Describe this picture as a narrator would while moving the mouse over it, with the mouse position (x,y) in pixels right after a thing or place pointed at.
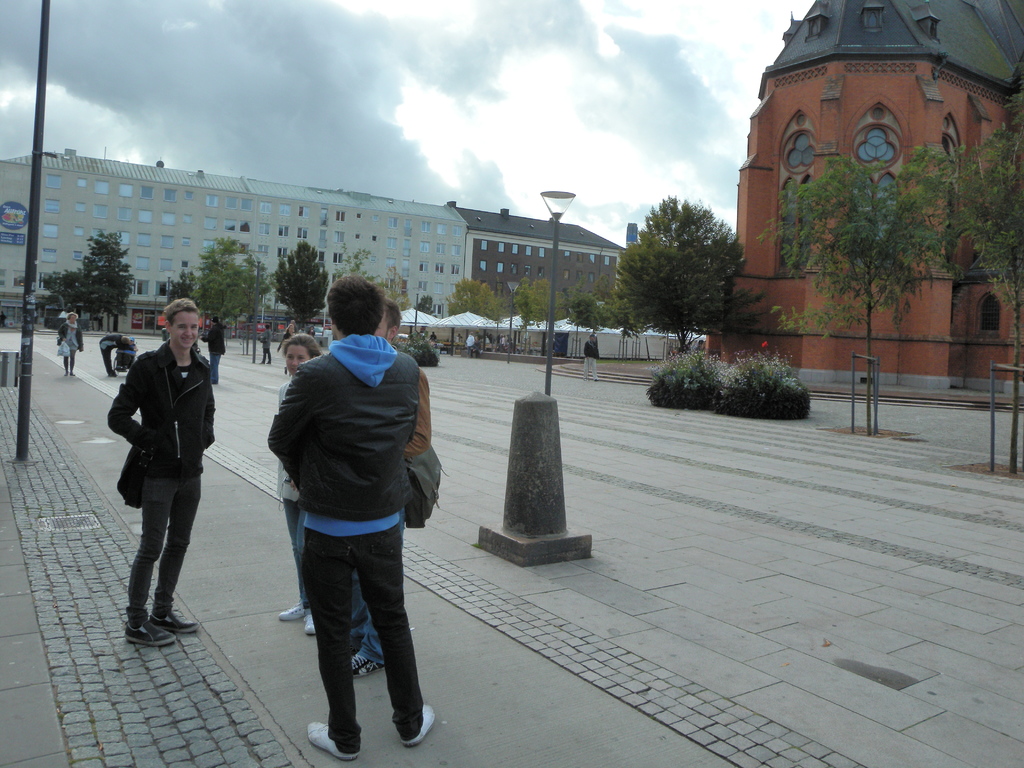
In this image we can see a few people (321,475), there are light poles (31,227), there are trees (696,315), plants (700,387), there are buildings (333,222), windows (230,230), a board (5,210) on the wall (154,208), also we can see the cloudy sky (474,89).
